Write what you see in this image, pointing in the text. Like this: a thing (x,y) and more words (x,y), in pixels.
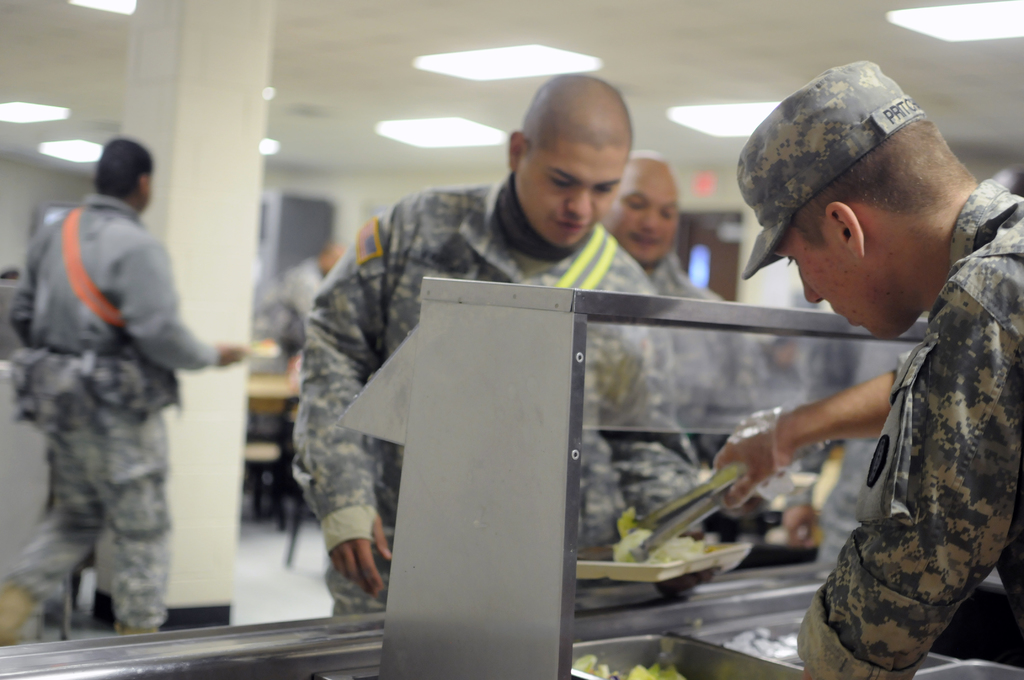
In this picture we can see a person (741,449) holding an object (708,497) in his hand (743,486). We can see a man (624,368) holding a plate (642,569). There are some food items (604,667), vessels (637,638), a pillar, a few people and some lights (84,160) are visible on top.
